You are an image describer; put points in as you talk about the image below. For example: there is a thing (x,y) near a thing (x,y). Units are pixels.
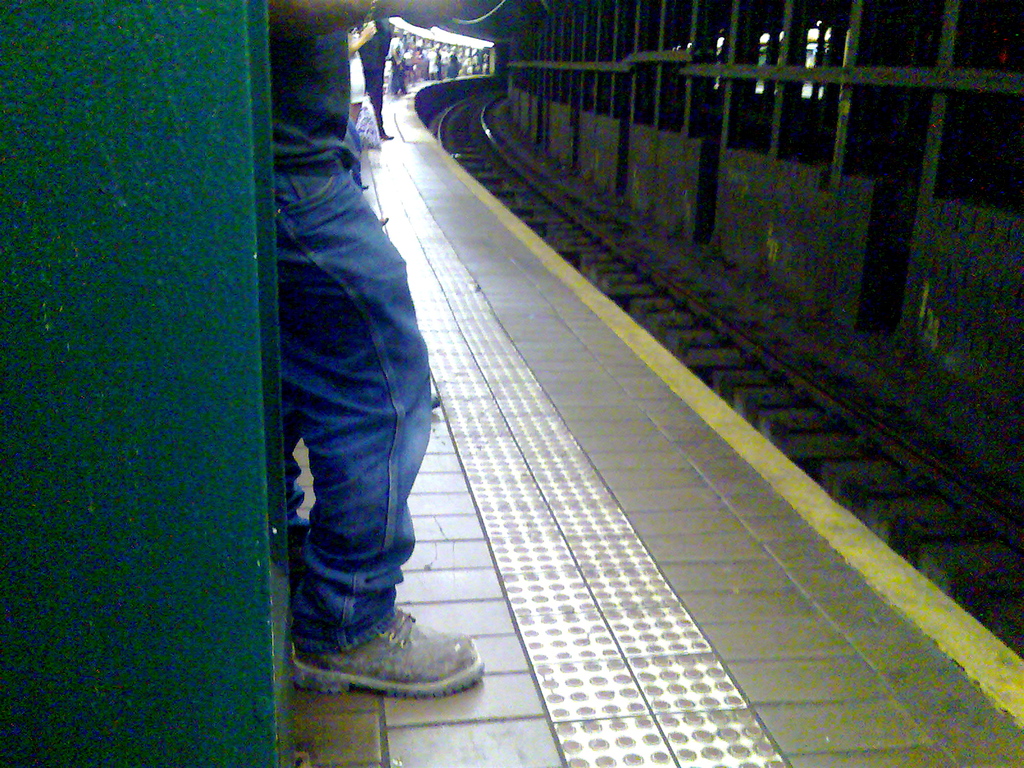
In this image I can see the track (729,323). To the left (323,213) I can see few people (330,112) are standing on the platform (469,374) and wearing the different color dresses (328,160).
